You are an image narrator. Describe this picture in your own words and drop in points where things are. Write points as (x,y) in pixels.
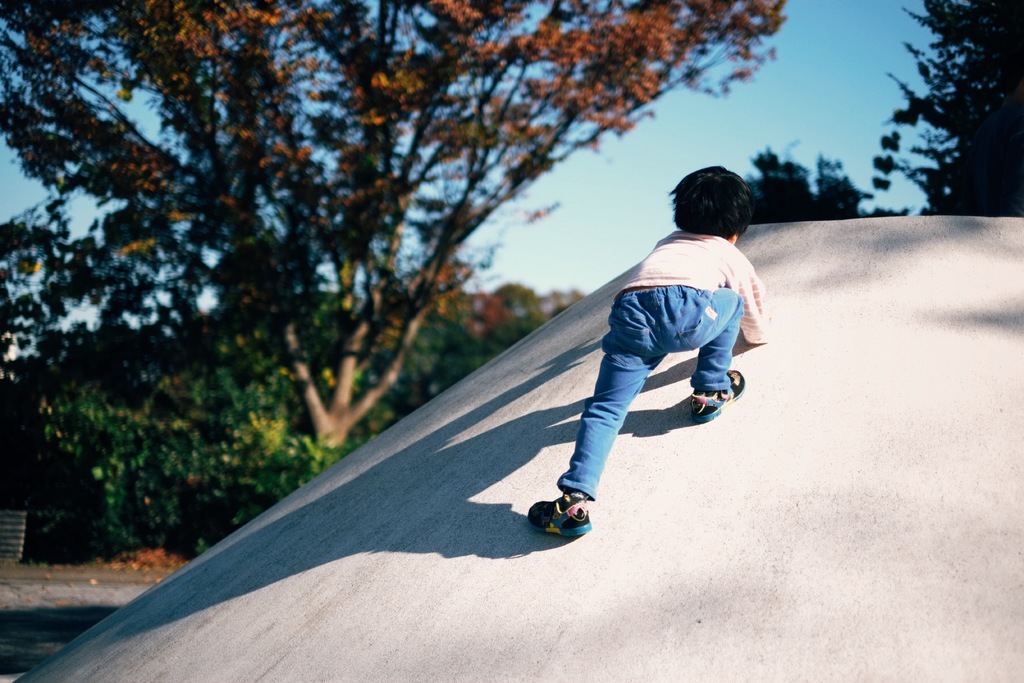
In this image we can see a child (626,336) climbing on a slanting surface (843,426). In the background (426,278) there are trees (929,119). Also there is sky (598,169).
